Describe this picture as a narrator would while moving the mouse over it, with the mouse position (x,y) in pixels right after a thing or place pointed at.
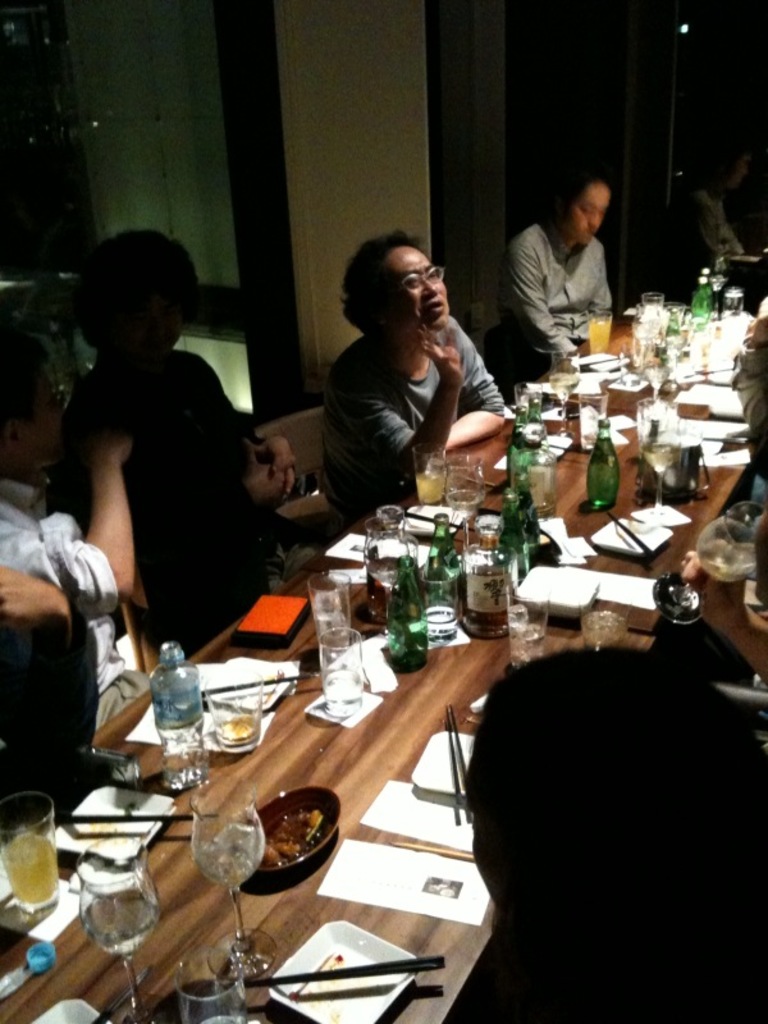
There is a group of people (376,464). There is a table (407,497). There is a glass (464,500), plate (443,742), bottle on a table (408,704).
